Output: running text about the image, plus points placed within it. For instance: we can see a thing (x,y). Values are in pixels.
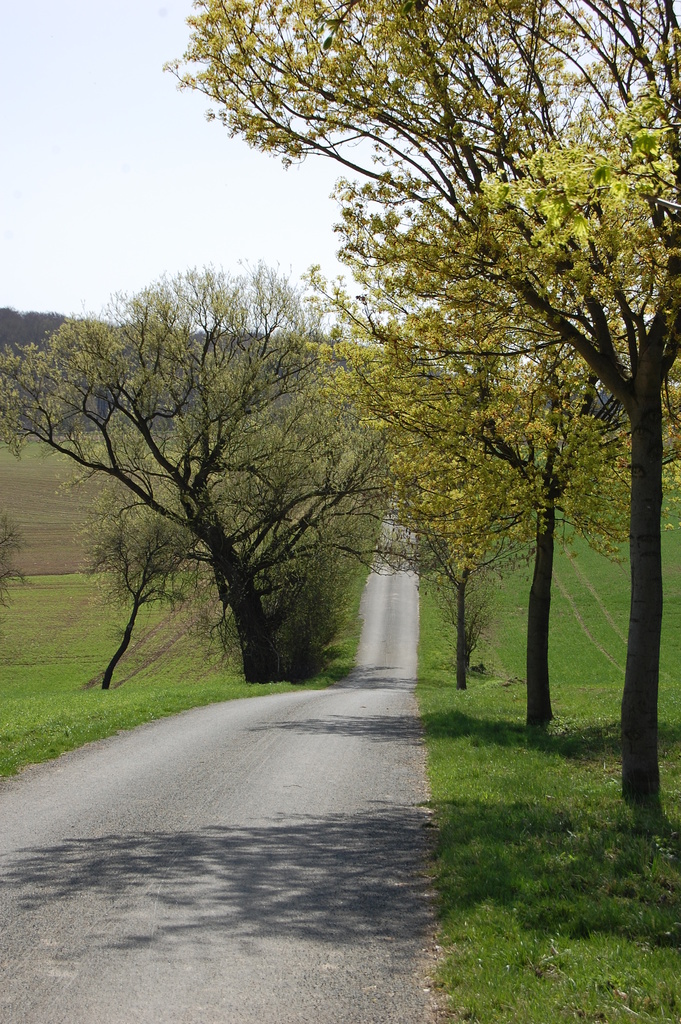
This image is taken outdoors. At the top of the image (155,194) there is the sky (143,197). At the bottom of the image (321,793) there is a road (371,757) and there is a ground (534,898) with grass (504,686) on it. On the left (131,485) and right sides of the image there are a few trees (344,455) on the ground (611,763). In the background (18,325) there are a few trees (26,321).
